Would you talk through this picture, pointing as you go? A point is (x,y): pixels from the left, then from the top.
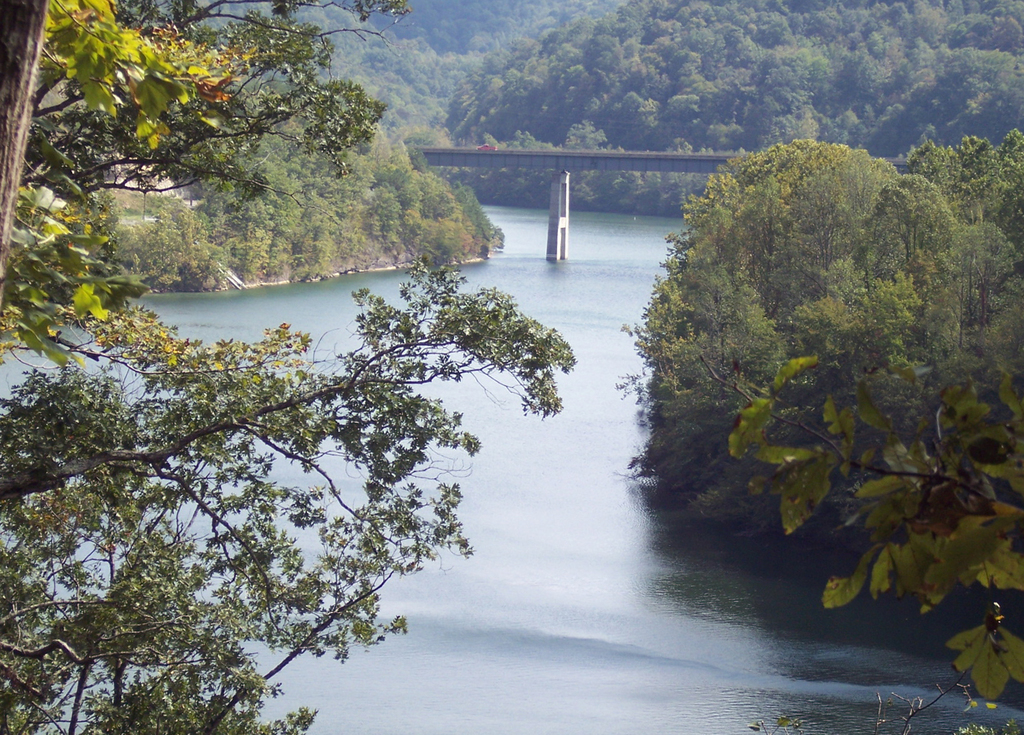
In the foreground of this image (392,426), on either side, there are trees (672,460). In the middle (607,381), there is water (612,278). At the top (570,91), there are trees (363,153) and the bridge (585,161).
